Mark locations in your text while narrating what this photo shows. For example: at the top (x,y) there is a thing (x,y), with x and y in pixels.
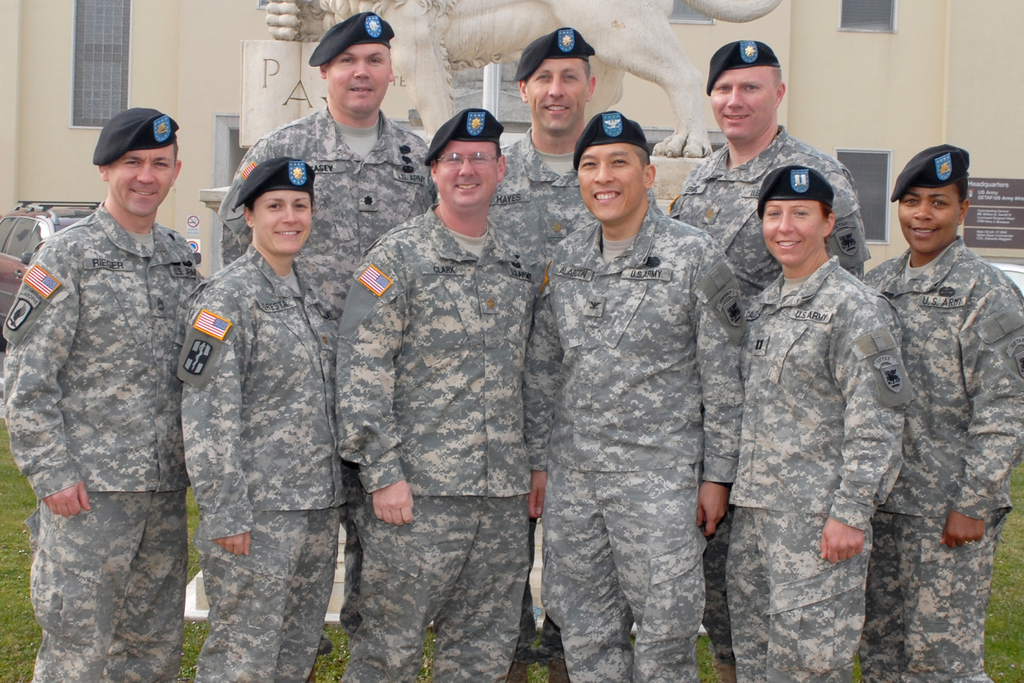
In this image, we can see a few people (596,235) wearing caps (300,185). We can see the statue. We can see the ground (182,656) covered with some grass (37,652). We can see a vehicle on the left (8,254). We can see the wall (182,10) with windows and a poster (1002,241).
